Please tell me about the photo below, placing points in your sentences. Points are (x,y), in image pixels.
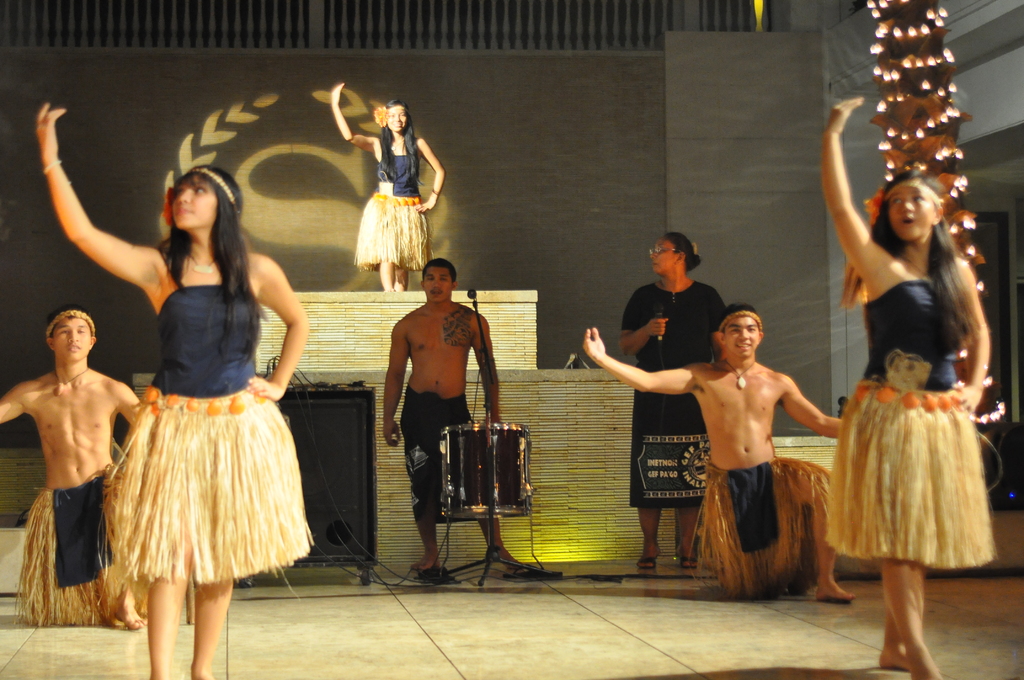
In the image there are three ladies (221,447) and three men (711,388) with costumes (808,560). There is a man (419,315) standing in front of him there is a mic (487,388) and also there is an instrument (520,436). Beside him there is a lady (674,409) standing and holding a mic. There is a speaker (333,423) and also there is a tree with lights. In the background (352,103) there is a wall (716,94) with logo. At the top of the image (281,30) there is railing (10,22).
